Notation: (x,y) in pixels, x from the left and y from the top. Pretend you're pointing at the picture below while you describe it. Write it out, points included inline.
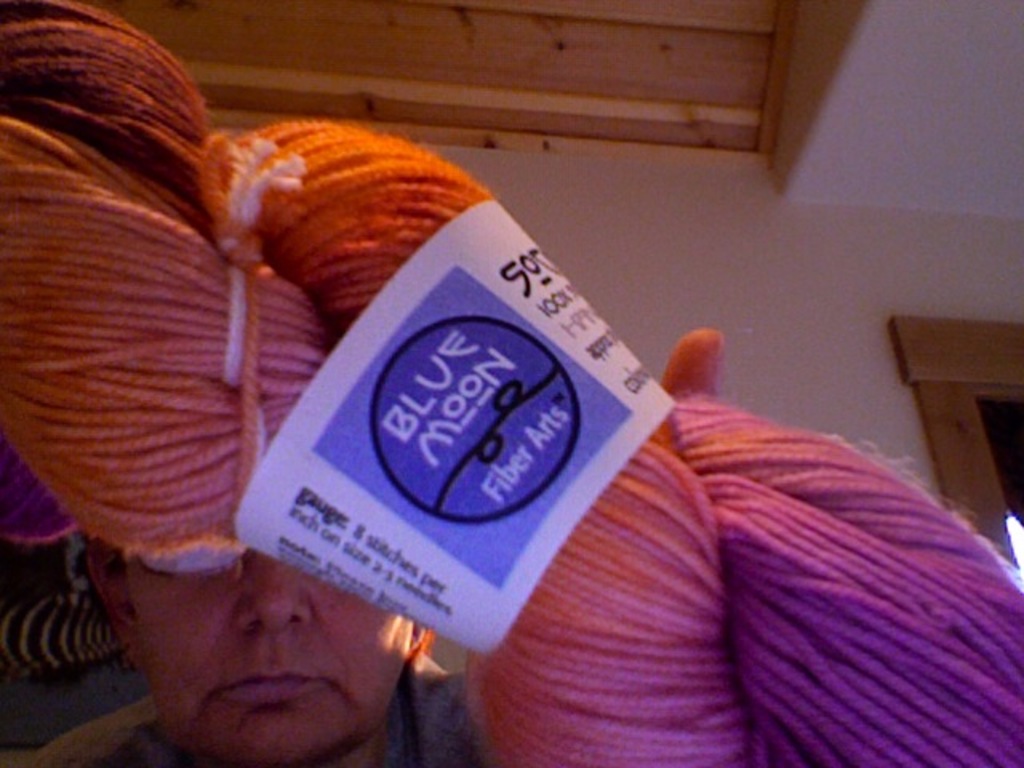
In the center of the image (474,326) a person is holding wool (637,483). In the background of the image (602,289) we can see wall (811,268), window (996,389), board (23,546). At the top of the image (606,71) there is a roof (667,97).
